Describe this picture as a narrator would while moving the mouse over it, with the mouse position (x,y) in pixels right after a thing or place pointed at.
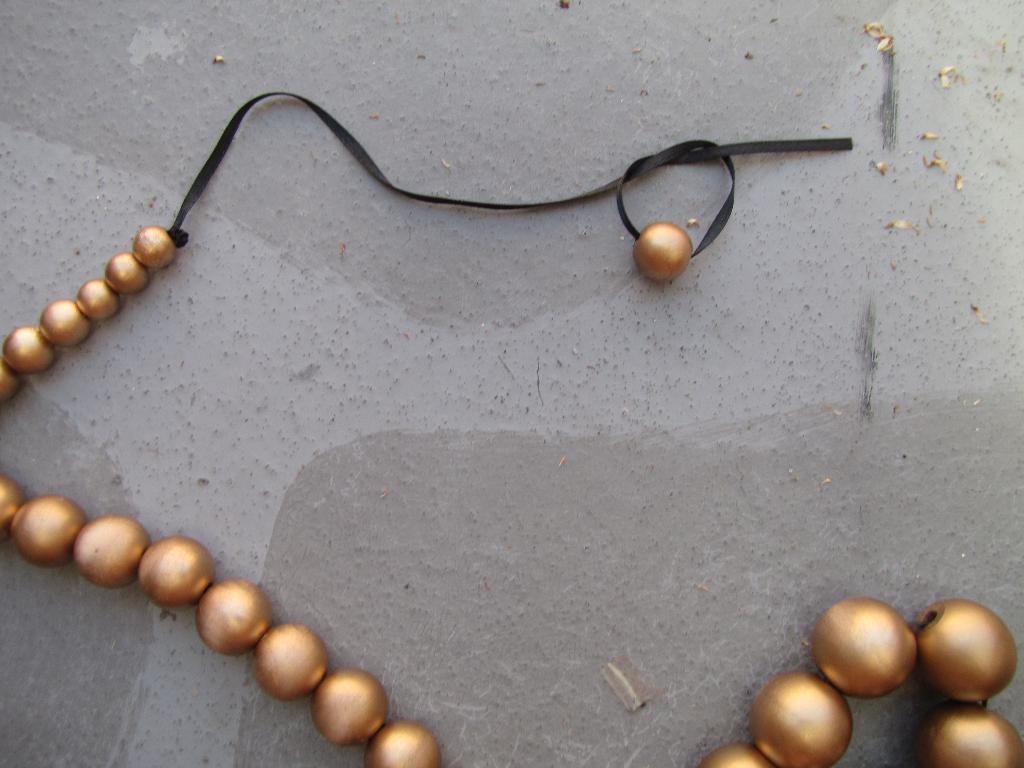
In the middle of the image (644,258) there is a chain (793,683) with circular beads (123,278) on the floor (815,396).
